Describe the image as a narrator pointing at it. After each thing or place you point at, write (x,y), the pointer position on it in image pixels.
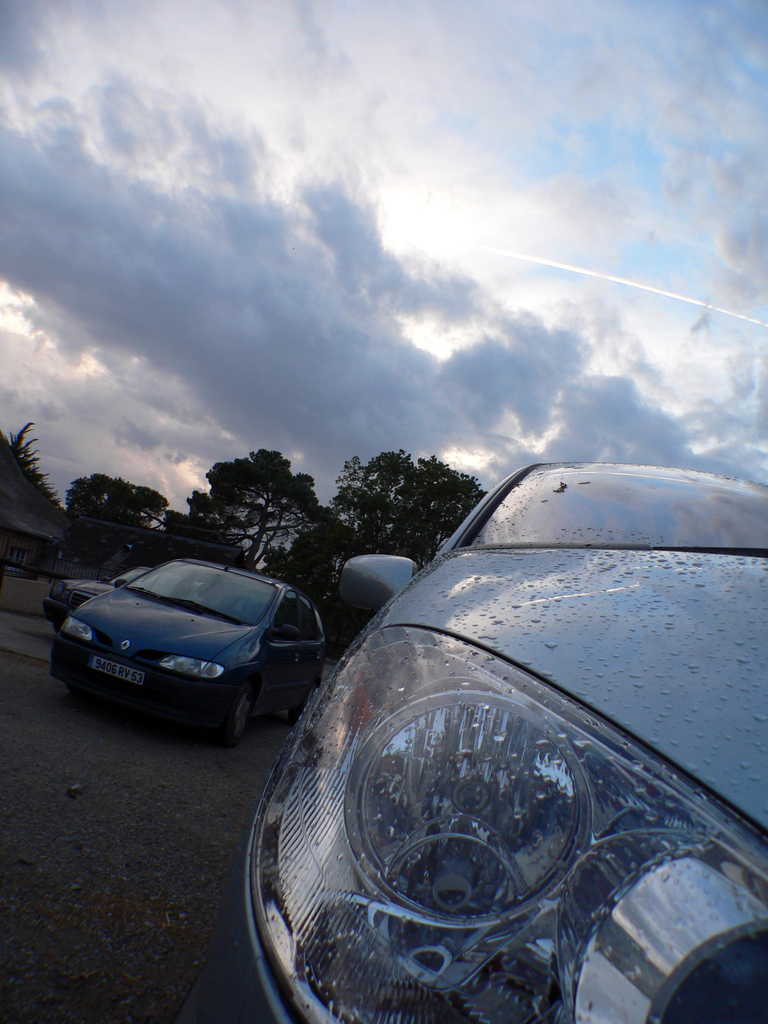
This picture is clicked outside. In the foreground (152,677) we can see the cars (437,634) and trees (211,510). On the left corner (48,545) there is a house (78,538). In the background (311,190) there is a sky (413,156).
